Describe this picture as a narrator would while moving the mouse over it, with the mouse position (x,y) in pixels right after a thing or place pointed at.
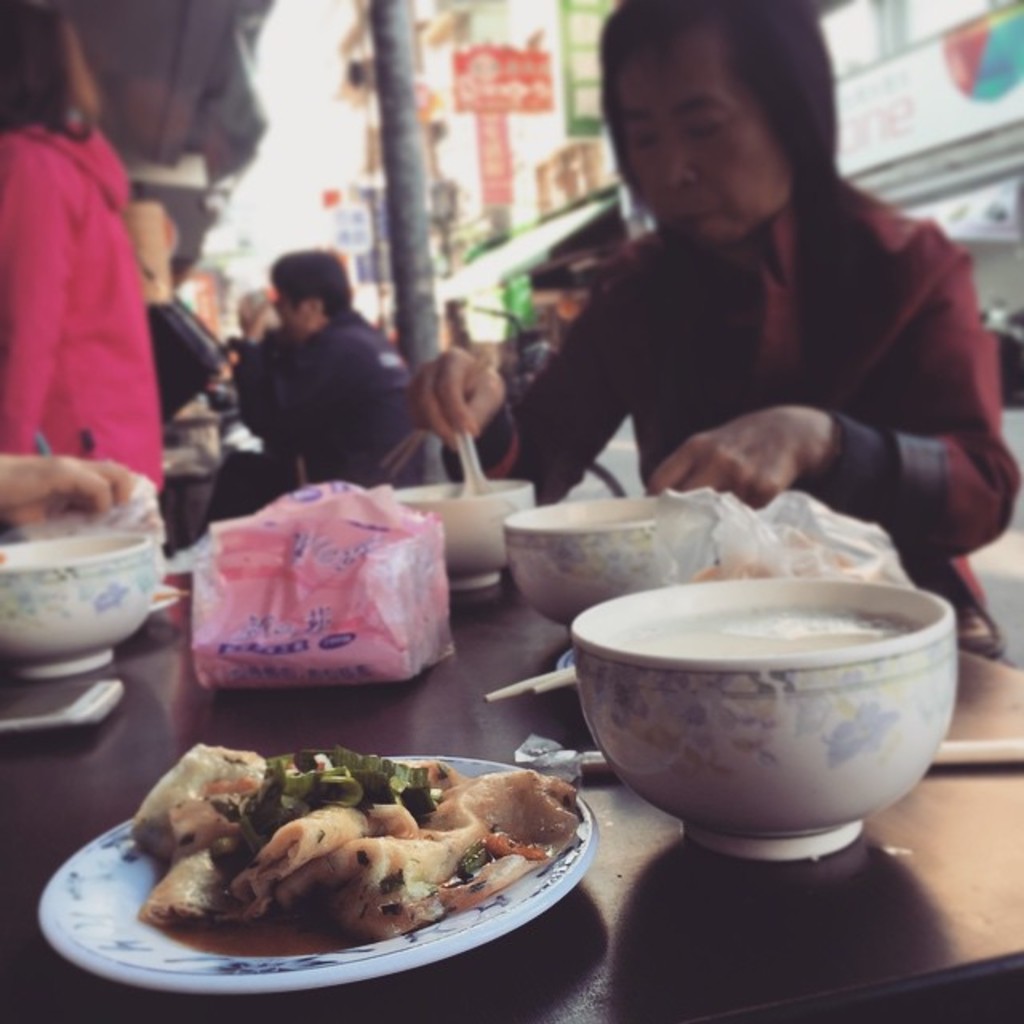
In this image there are some items (532,825) served on the plate (543,882) and some bowls (790,813) on the table (539,669), there are a few people (114,396) and few buildings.
